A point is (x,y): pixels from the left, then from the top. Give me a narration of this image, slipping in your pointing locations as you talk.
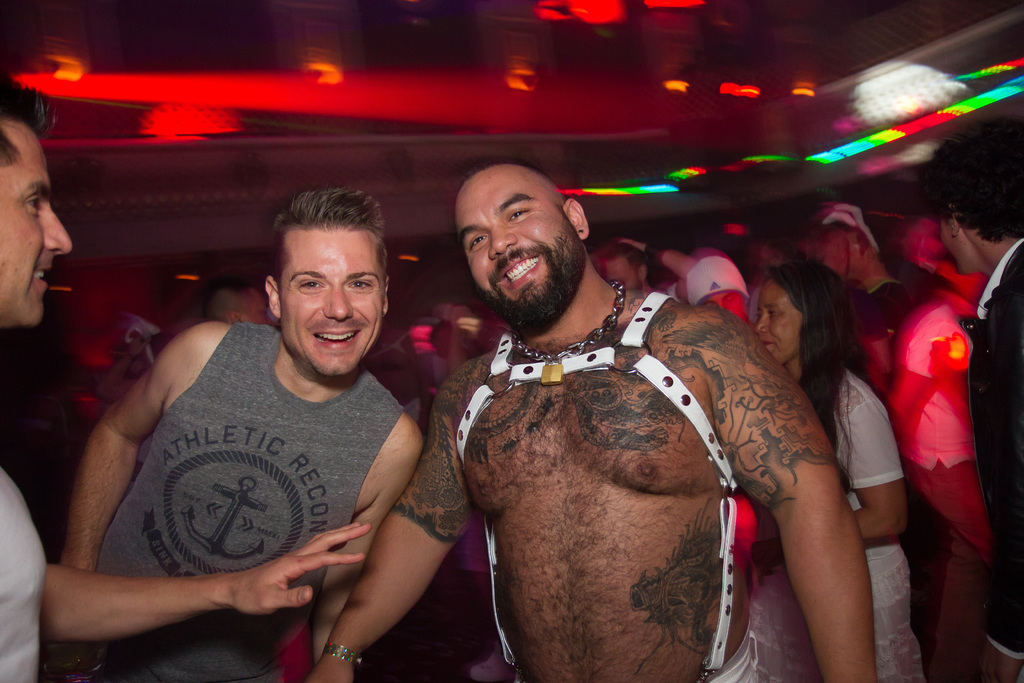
In this image we can see three people (339,400) standing and smiling. In the background (902,259) there is crowd (920,250). At the top (913,125) there are lights (434,75).
